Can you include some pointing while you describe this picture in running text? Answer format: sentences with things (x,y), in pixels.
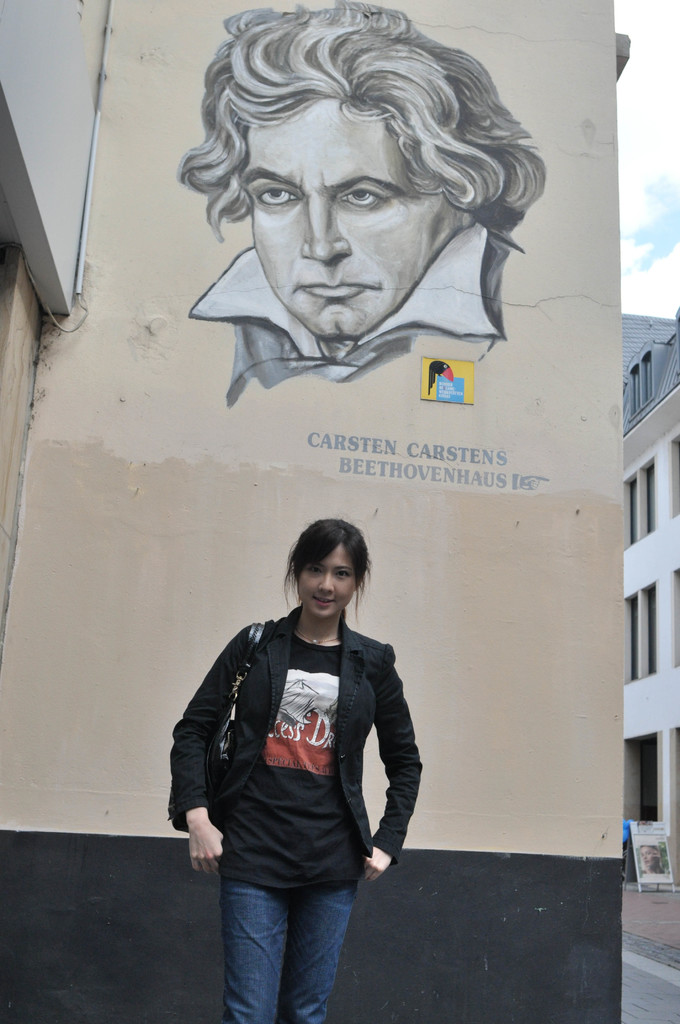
In this image we can see a person (317,607) holding a bag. Behind the person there is a wall (372,520). On the wall (357,454) there is a painting (374,265) and text (464,476). On the right side of the image (645,759) there are buildings (668,794), walkway (661,902), road (669,906) and board (637,869).
